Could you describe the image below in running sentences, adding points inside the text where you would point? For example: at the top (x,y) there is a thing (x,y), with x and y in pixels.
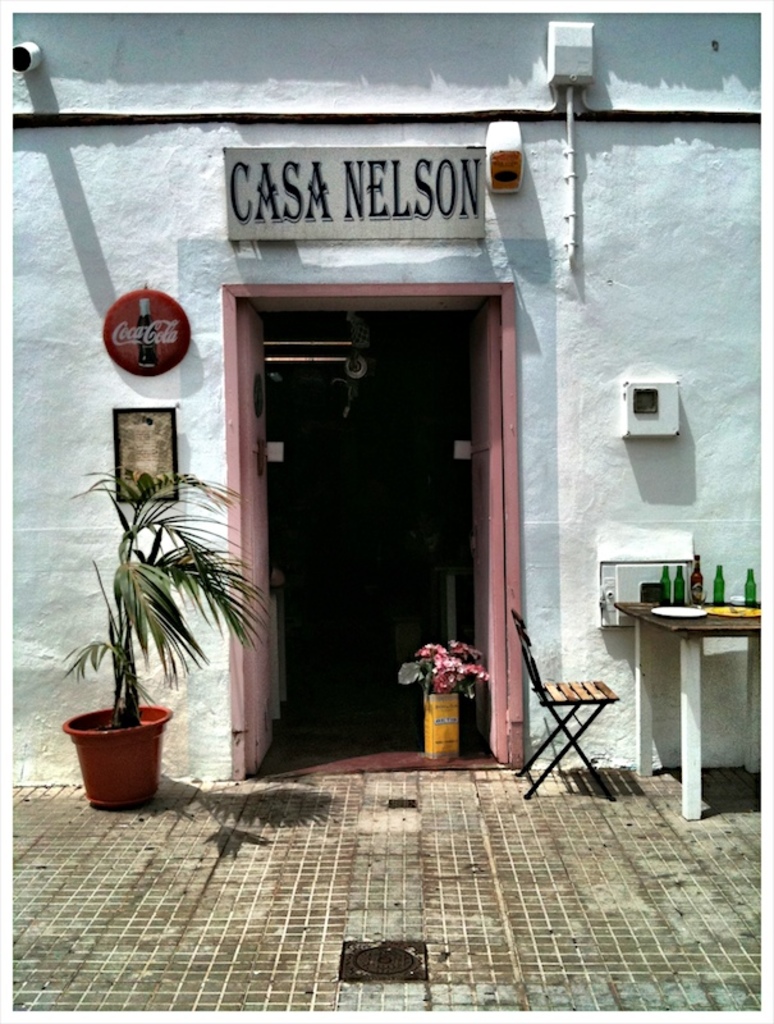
This picture shows a building (324,410) and we see a plant (193,626) and a chair (588,723) and we see bottles (663,599) on the table (738,621) and a name board (405,238).
